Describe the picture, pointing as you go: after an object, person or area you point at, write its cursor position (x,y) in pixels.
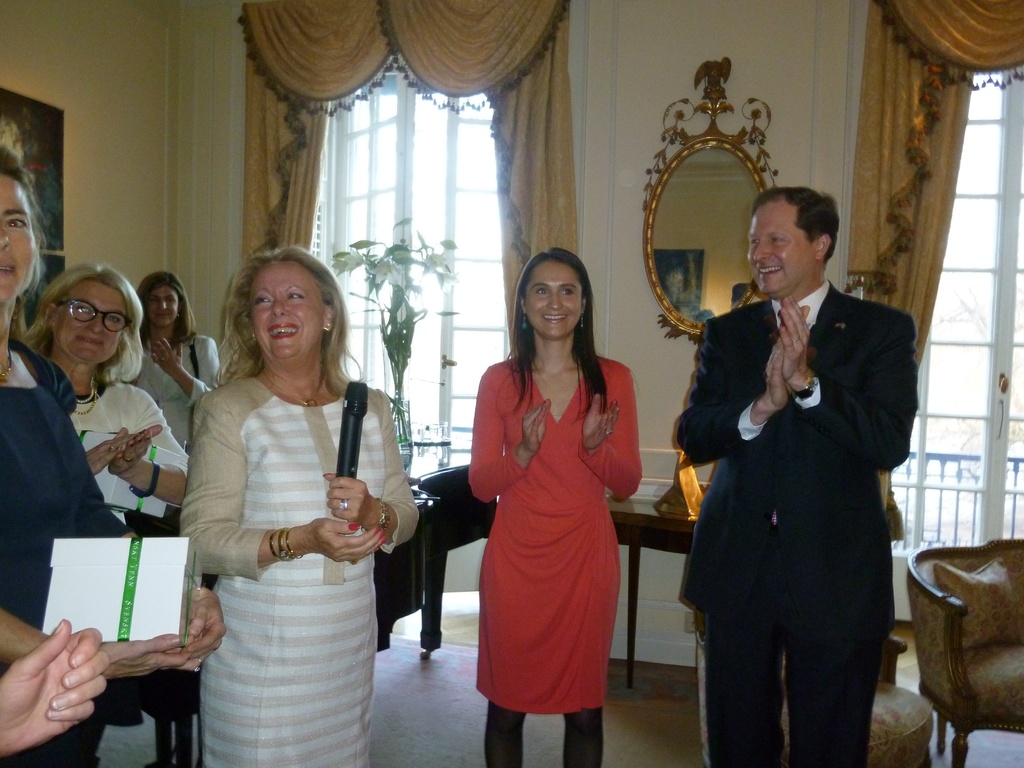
In this image we can see a few people (261,617) standing on the floor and they are clapping. Here we can see a woman (242,433) holding the microphone (347,415) in her hands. Here we can see the smile (294,333) on their faces (17,246). Here we can see the chairs (993,710) on the floor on the bottom right side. Here we can see a table (638,530) on the floor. Here we can see the mirror (727,245) on the wall (71,115). In the background (429,384), we can see the glass windows (420,352) and curtains (881,269).
